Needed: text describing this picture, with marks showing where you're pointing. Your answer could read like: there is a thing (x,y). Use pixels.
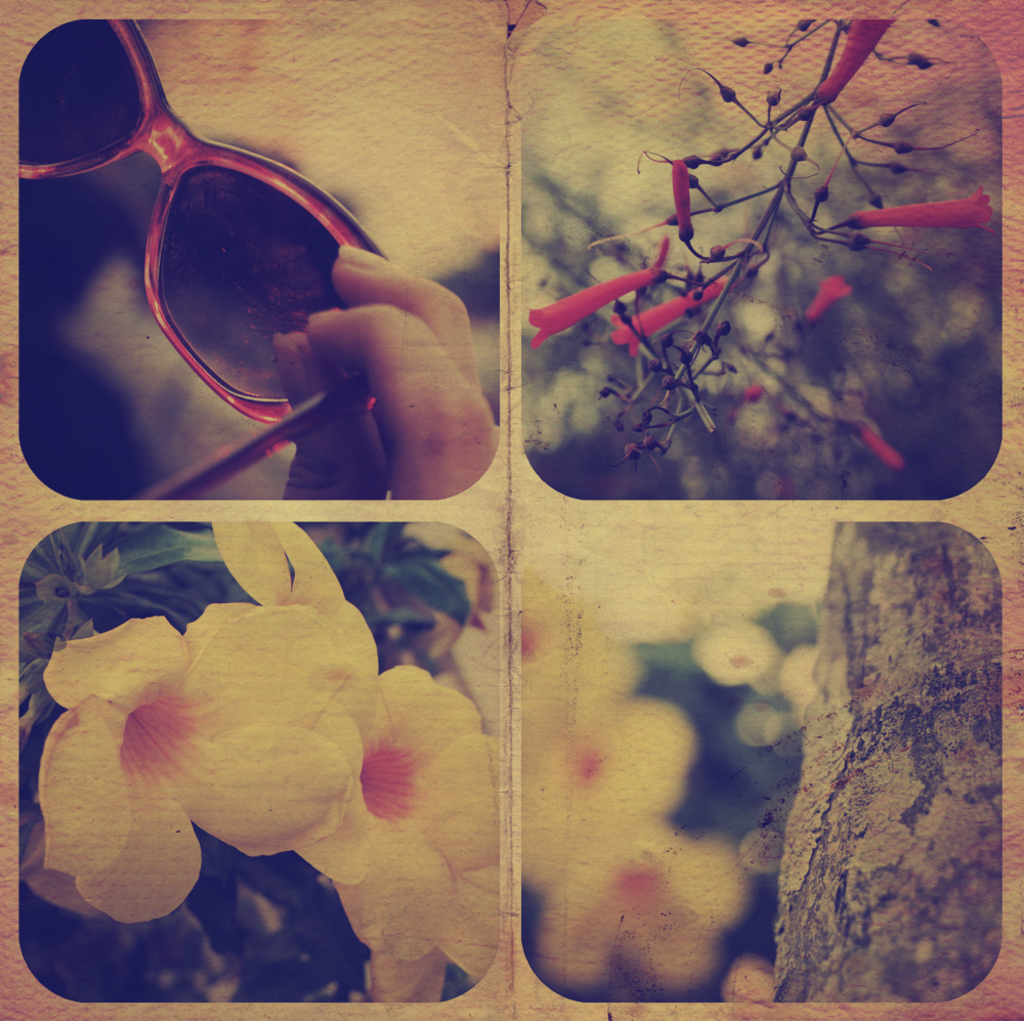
This picture is an edited picture. In the top right (833,78) there flowers (827,97) on the plant (670,413). In the top left (257,221) there is a person (392,393) holding the goggles (307,221). In the bottom left (61,688) there are yellow color flowers (145,710) on the plant (63,612). On the bottom right (939,756) there is a tree (920,842).
